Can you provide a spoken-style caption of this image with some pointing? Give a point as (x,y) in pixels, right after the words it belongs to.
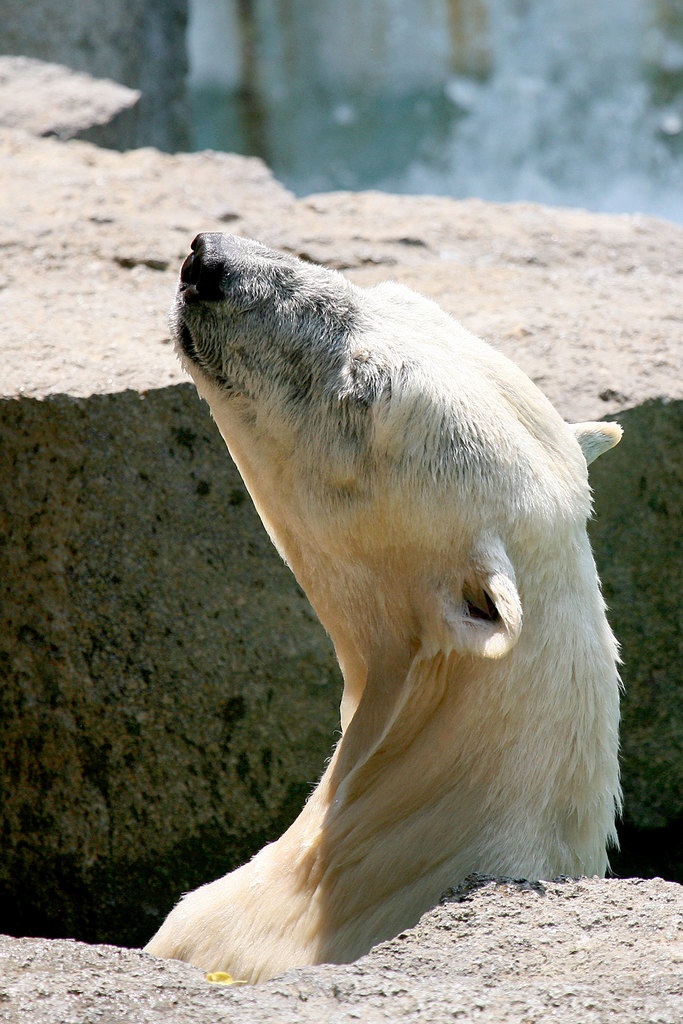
In this picture we can see polar bear (214,880) and rocks (282,980). In the background of the image (271,149) it is blurry.
